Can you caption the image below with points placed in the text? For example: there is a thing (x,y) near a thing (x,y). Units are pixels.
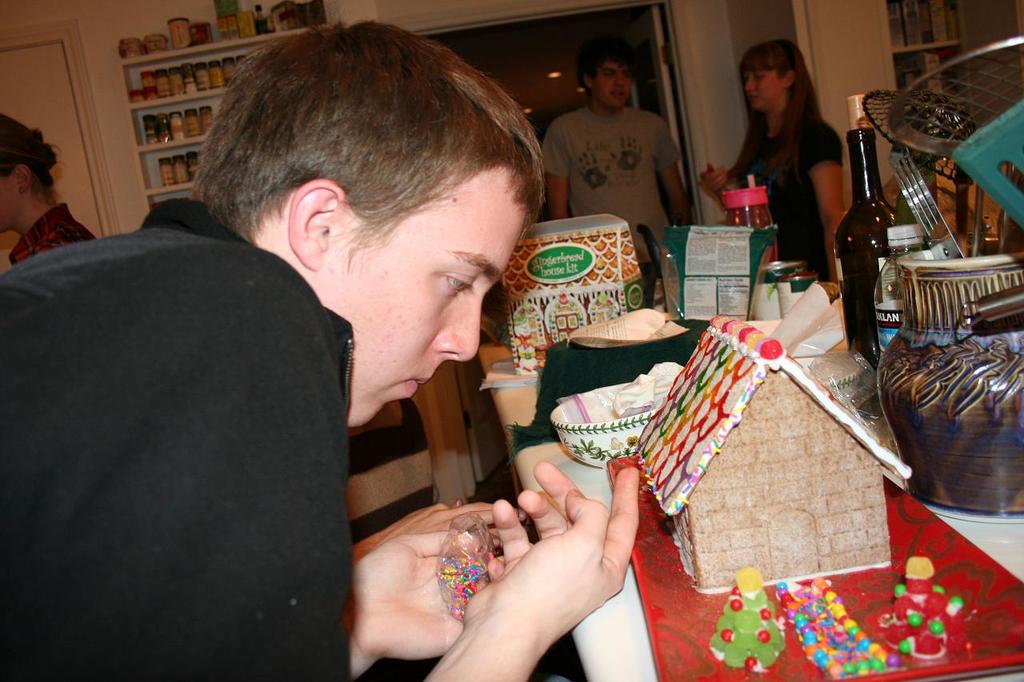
Here a man (160,330) is preparing a toy house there are two people (582,160) Standing and talking each other in the right (722,183).
